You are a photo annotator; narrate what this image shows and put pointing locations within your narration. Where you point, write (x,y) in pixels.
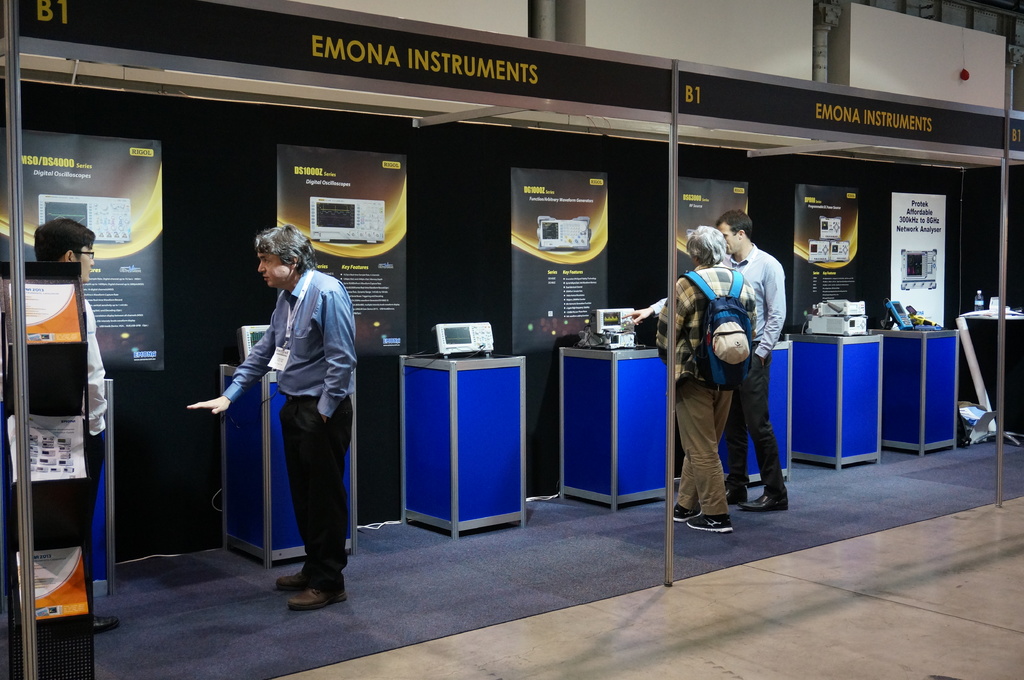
Here in this picture we can see people (327,427) standing on the floor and we can see some electronic items (484,348) present on tables (831,341) over there and we can also see banners (127,197) present and we can see the people (288,367) talking to each other and on the left side (30,441) we can see pamphlets (38,299) present on the stand (47,381).
